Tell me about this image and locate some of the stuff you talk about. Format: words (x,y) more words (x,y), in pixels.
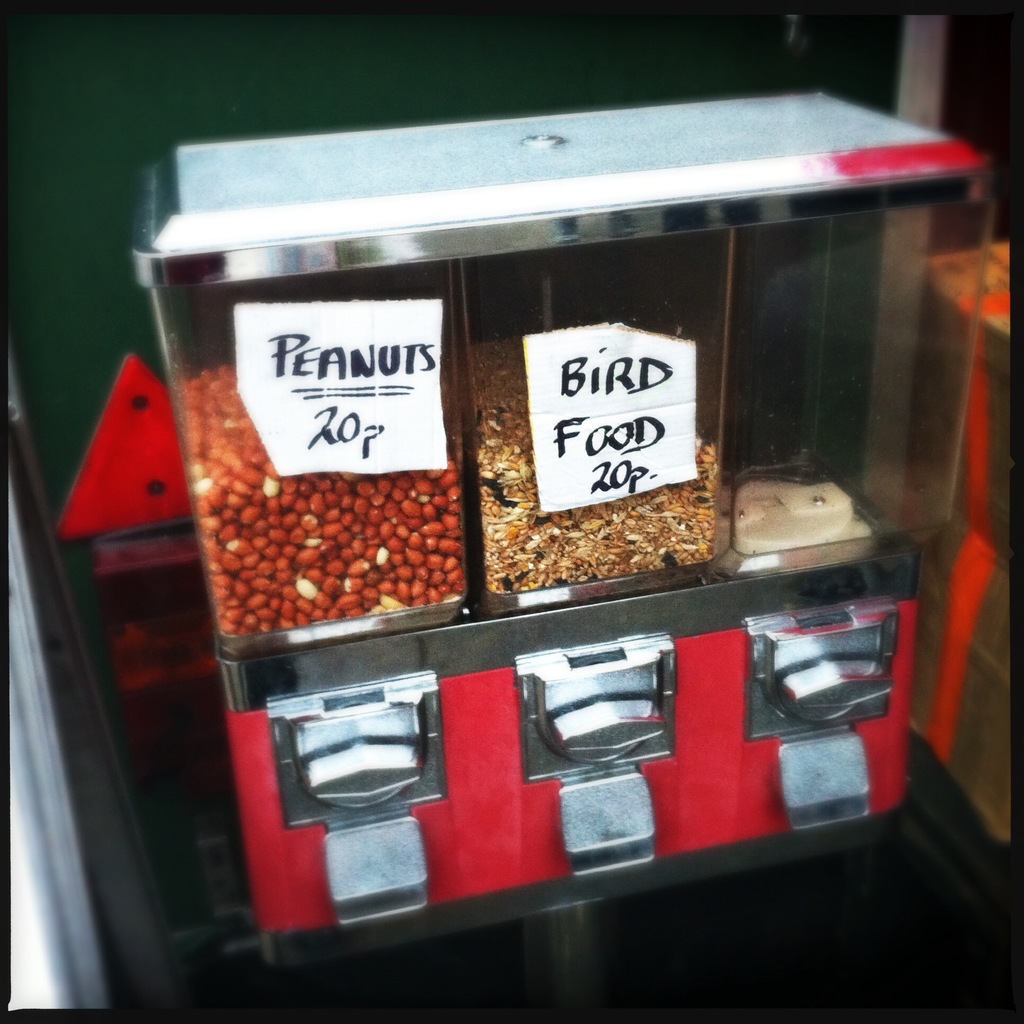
In this image I can see peanuts (327,545), bird food (567,524) in the glass bowl (723,485).
